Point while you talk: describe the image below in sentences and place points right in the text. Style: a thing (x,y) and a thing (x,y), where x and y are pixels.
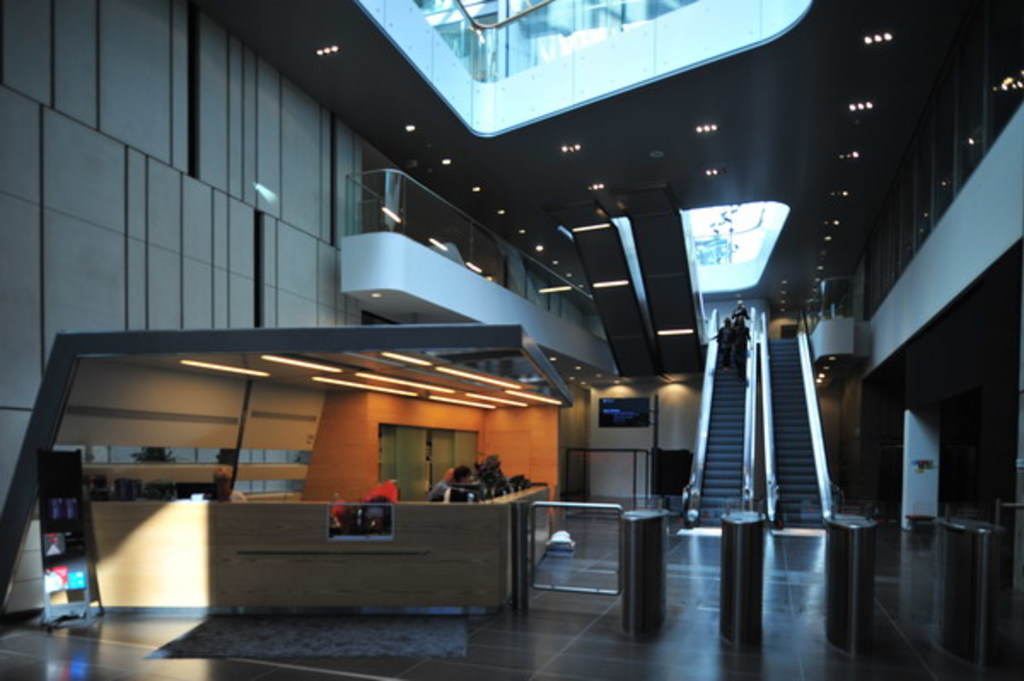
In this picture we can see some people (719,336) standing on the escalator (737,378) and some people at reception (259,479) and in the background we can see lights (827,236) and this is an inside view of a building (789,629).
